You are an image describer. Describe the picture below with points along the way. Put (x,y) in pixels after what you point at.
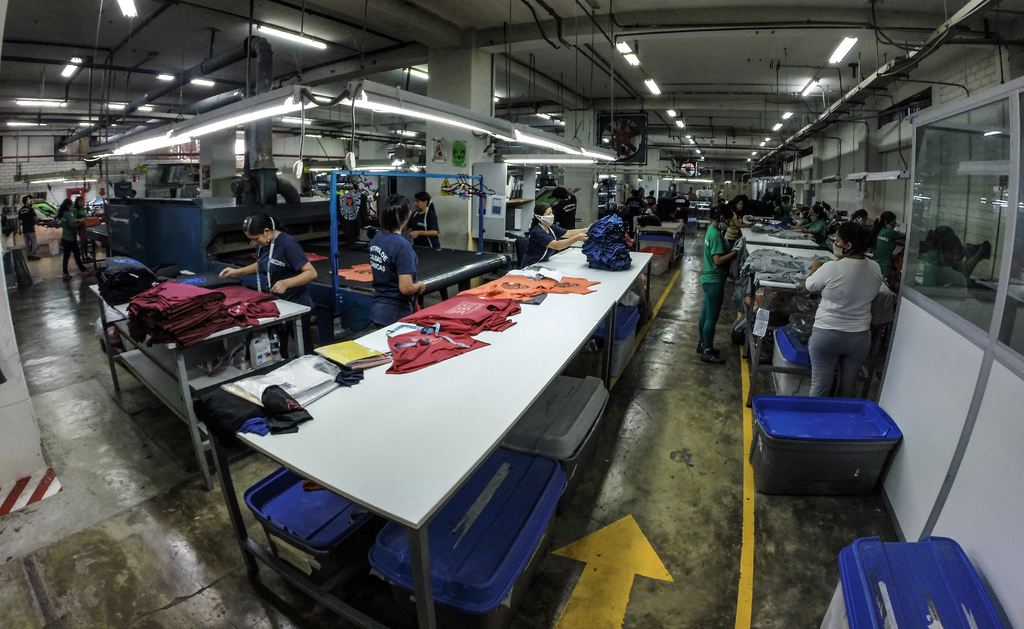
This image consists of lights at the top (200,82). There are tables (468,401) in the middle (608,346). There are so many clothes (113,258) on tables (457,382). There are so many persons (392,302) near tables (479,385). They are stretching something.
